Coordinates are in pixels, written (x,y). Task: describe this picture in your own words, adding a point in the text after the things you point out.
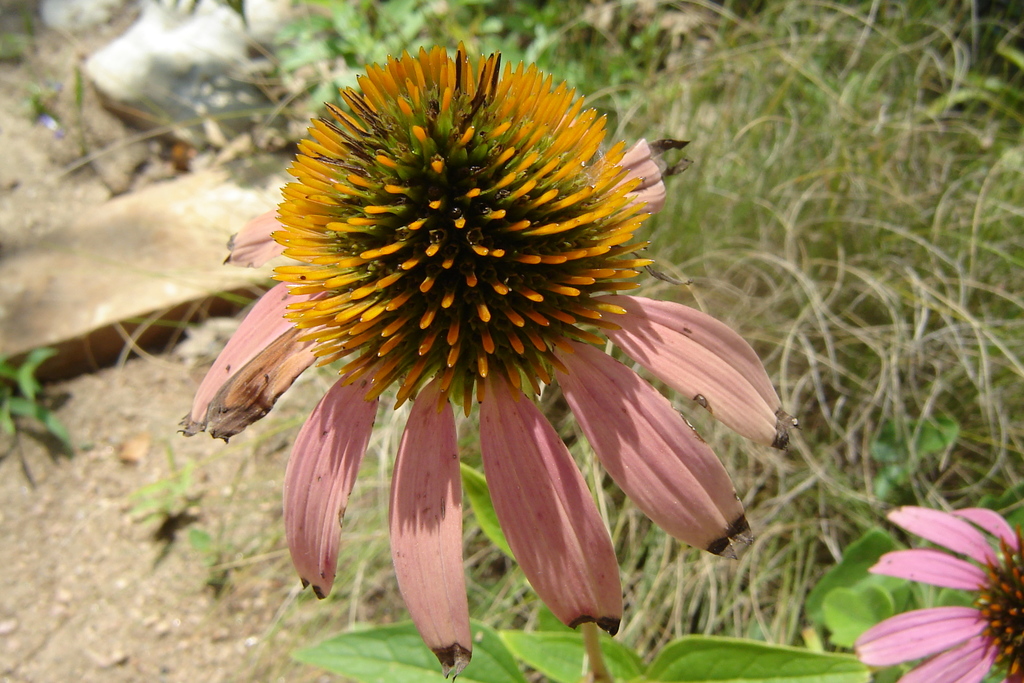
As we can see in the image there is a flower (418,309), plant (612,649) and dry grass (684,202).
